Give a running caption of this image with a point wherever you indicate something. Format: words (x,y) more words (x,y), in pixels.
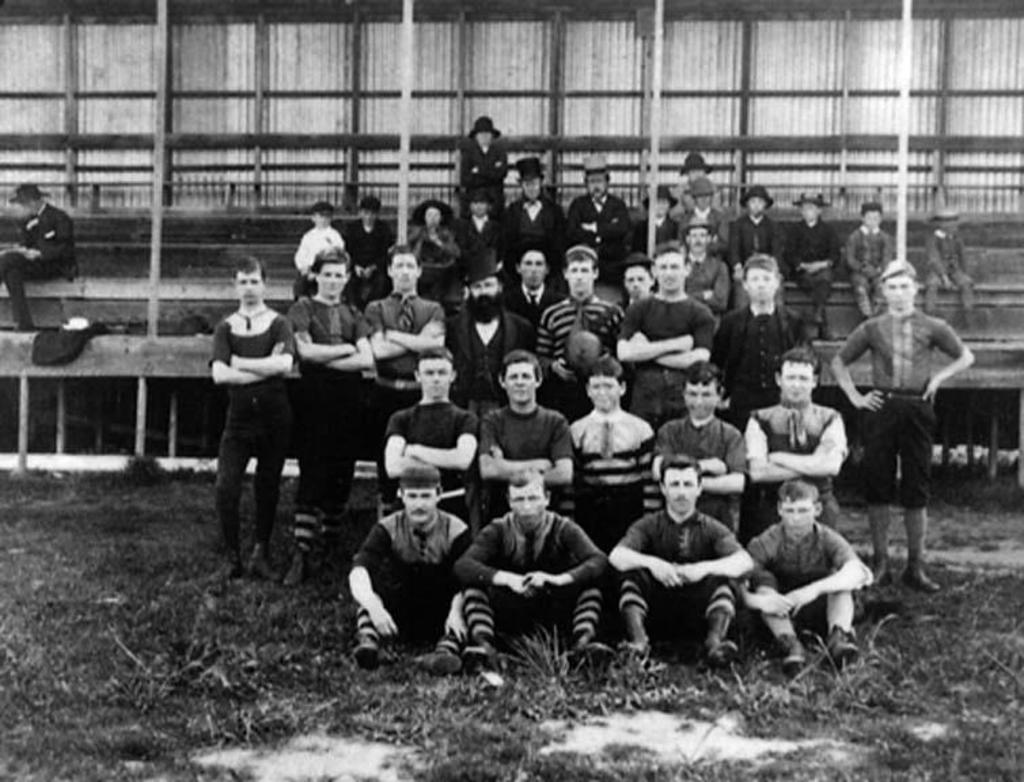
It is a black and white picture. In the center of the image (464,482) we can see a few people (628,301) are standing and few people (559,527) are sitting. Among them, we can see a few people (562,325) are wearing hats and few people (528,527) are smiling. And we can see they are in different costumes (622,318). In the background (31,105) there is a wall (855,115), benches (81,227), poles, one black color object (76,352), grass (95,510) and a few other objects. On the left side of the image (54,232), we can see one person (60,218) is sitting and holding some object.
